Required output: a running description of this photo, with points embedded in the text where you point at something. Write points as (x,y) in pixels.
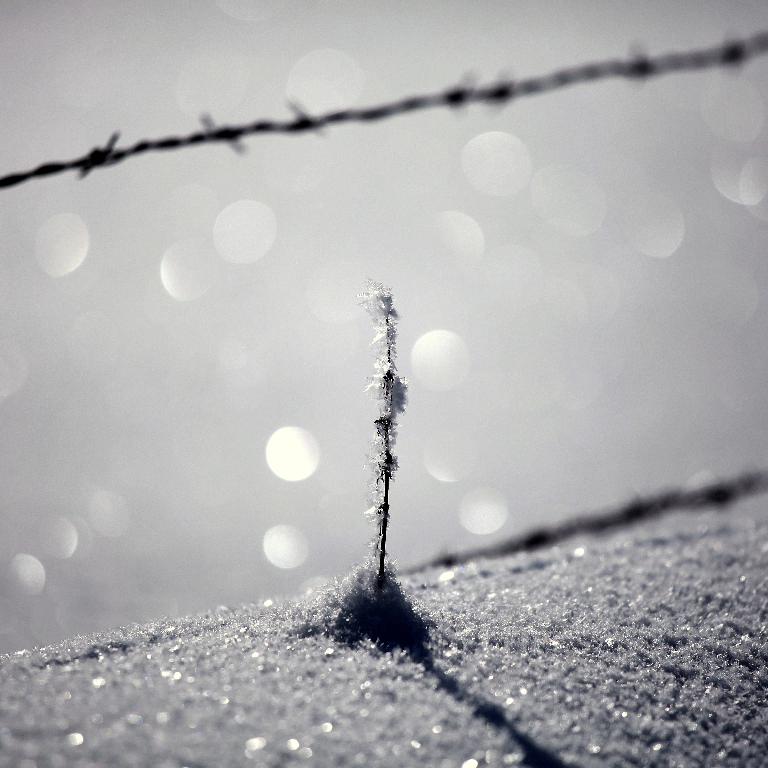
This is a black and white as we can see there is snow (421,595) in the bottom of this image (342,654) and there is a plant (388,472) on it. There is a barbed wire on the top of this image (477,100).
